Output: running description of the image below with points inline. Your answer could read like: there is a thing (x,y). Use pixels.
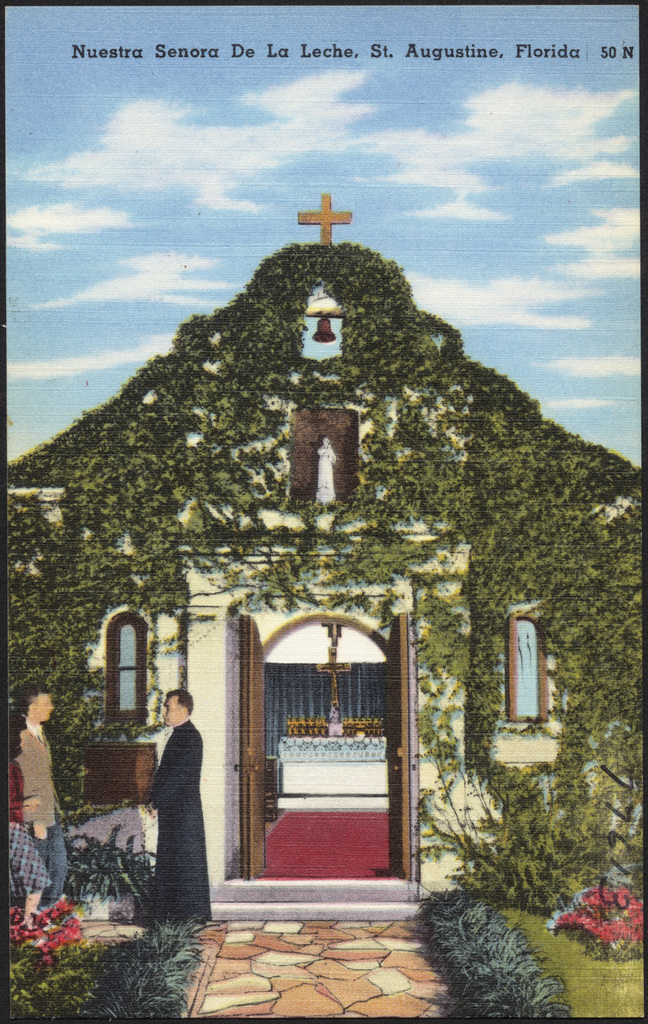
This is a poster having an image and a black color text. In the image, we can see there are three persons (179,759) on a floor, there is a building (195,576) having doors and windows (116,617). In front of this building (600,820), there are plants (600,820) and grass (569,965) on the ground (299,988) and there is a road (299,988). In the background (176,296), there are clouds (422,176) in the blue sky (428,219).
